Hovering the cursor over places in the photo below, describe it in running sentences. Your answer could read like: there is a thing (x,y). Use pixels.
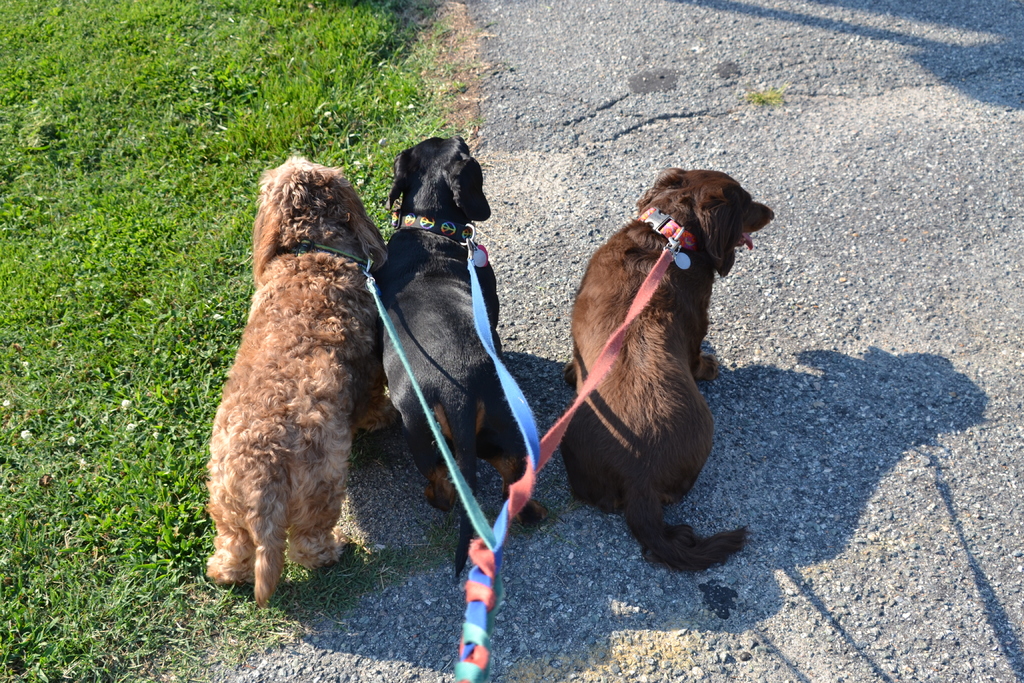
In this picture we can see few dogs (435,282) and the dogs (447,303) tied with belts (374,293), and also we can see grass (132,184).
